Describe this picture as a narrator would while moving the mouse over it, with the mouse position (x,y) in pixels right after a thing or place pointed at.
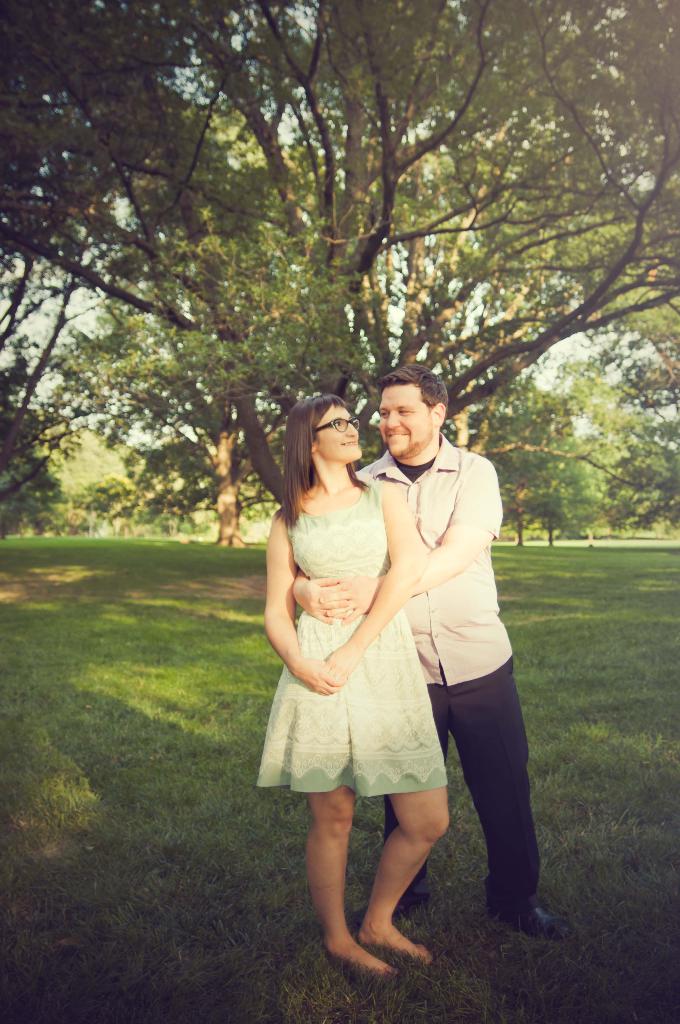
In this image I can see a couple (418,710) standing and posing for the picture and I can see trees (298,47) behind them in a garden (403,993).
